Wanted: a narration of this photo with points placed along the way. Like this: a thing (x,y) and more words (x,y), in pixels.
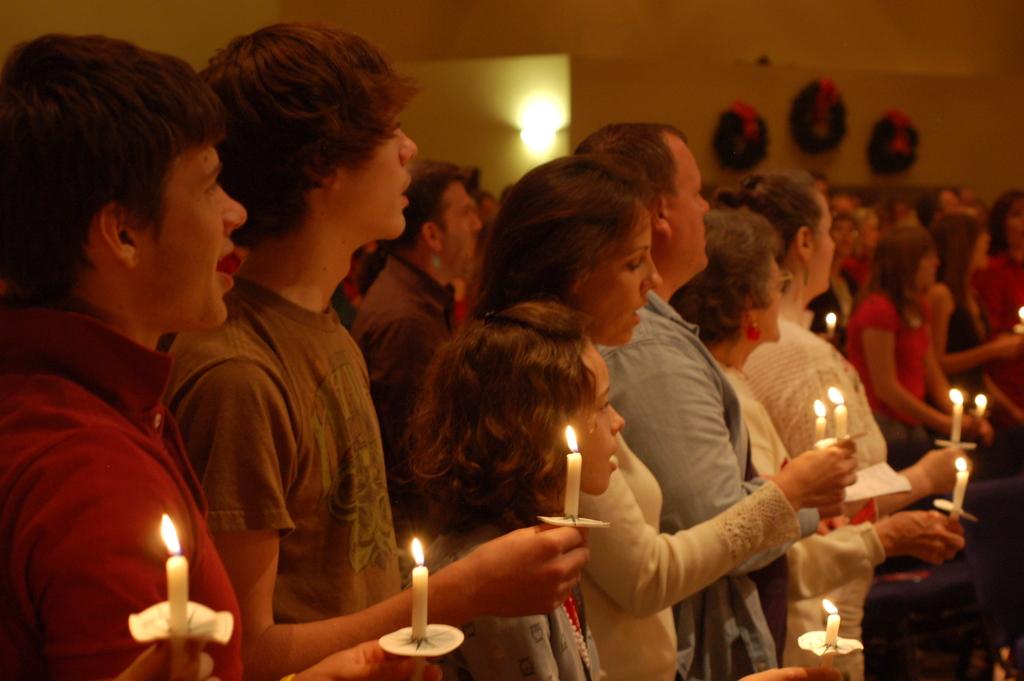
In this image there are few people (754,369) in a room (859,122) in which some of them are holding candles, there are some objects (888,120) attached to the wall (694,115) and a light (552,116).
